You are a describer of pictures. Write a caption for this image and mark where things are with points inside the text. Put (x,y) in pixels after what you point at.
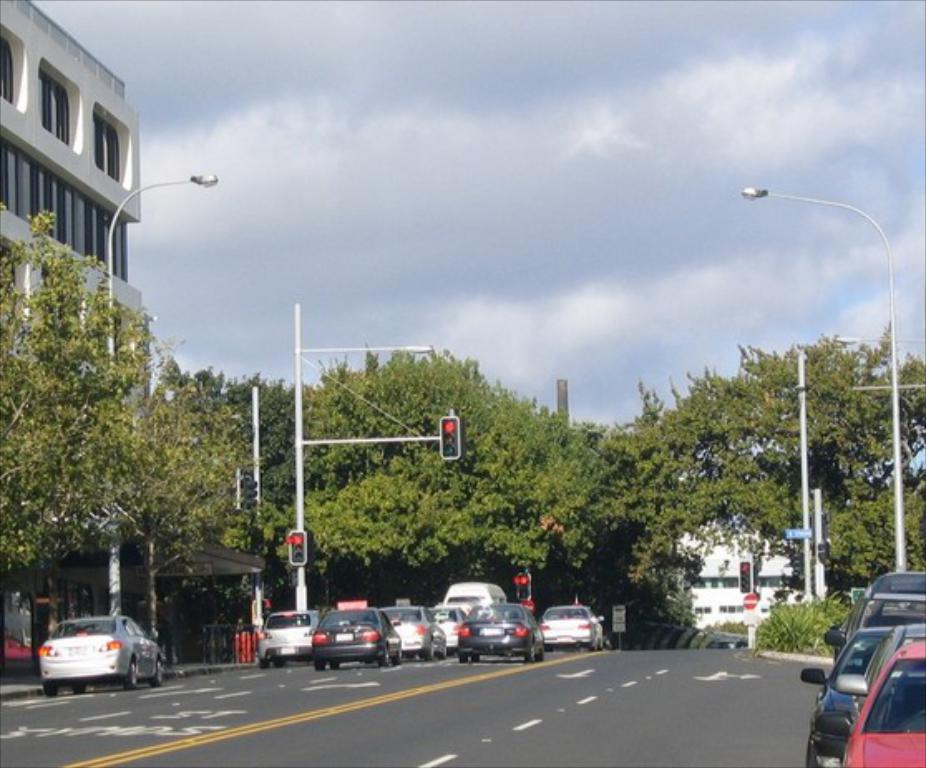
In this image we can see motor vehicles (483,601) on the road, traffic poles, traffic signals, street poles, street lights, sign boards (341,607), trees (176,443), buildings (118,263) and sky (462,208) with clouds (298,201).
